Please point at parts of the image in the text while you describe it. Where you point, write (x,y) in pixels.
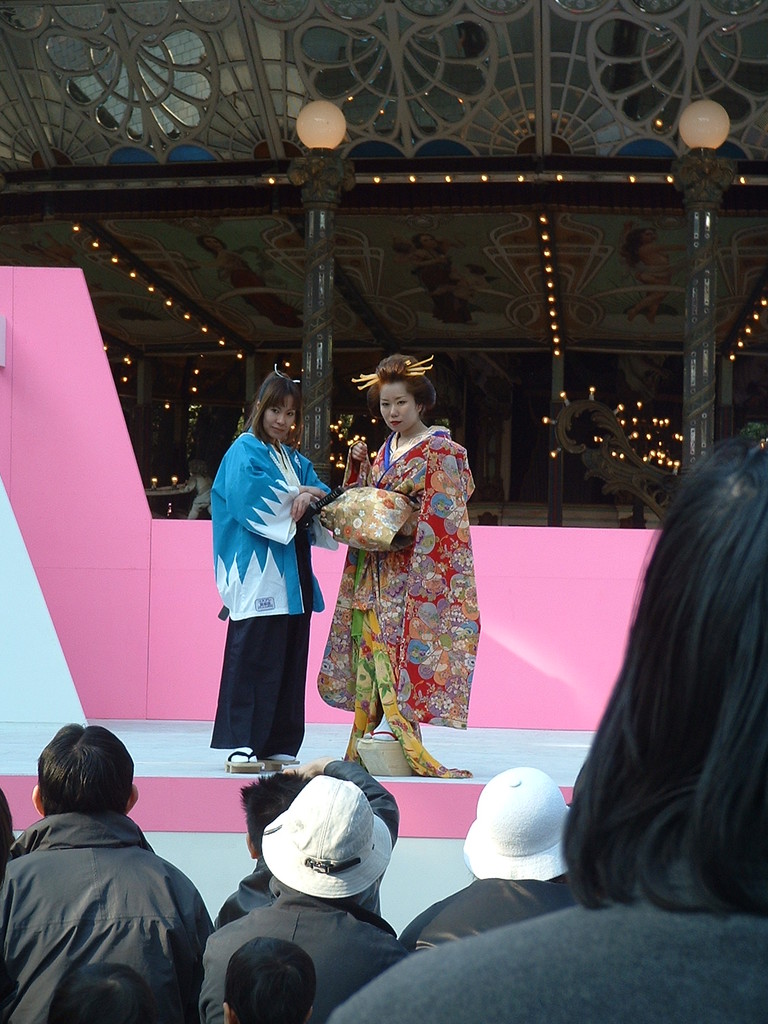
In this image, we can see people (371,855) wearing clothes (281,731). There are poles (693,225) and lights (654,456) in the middle of the image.
